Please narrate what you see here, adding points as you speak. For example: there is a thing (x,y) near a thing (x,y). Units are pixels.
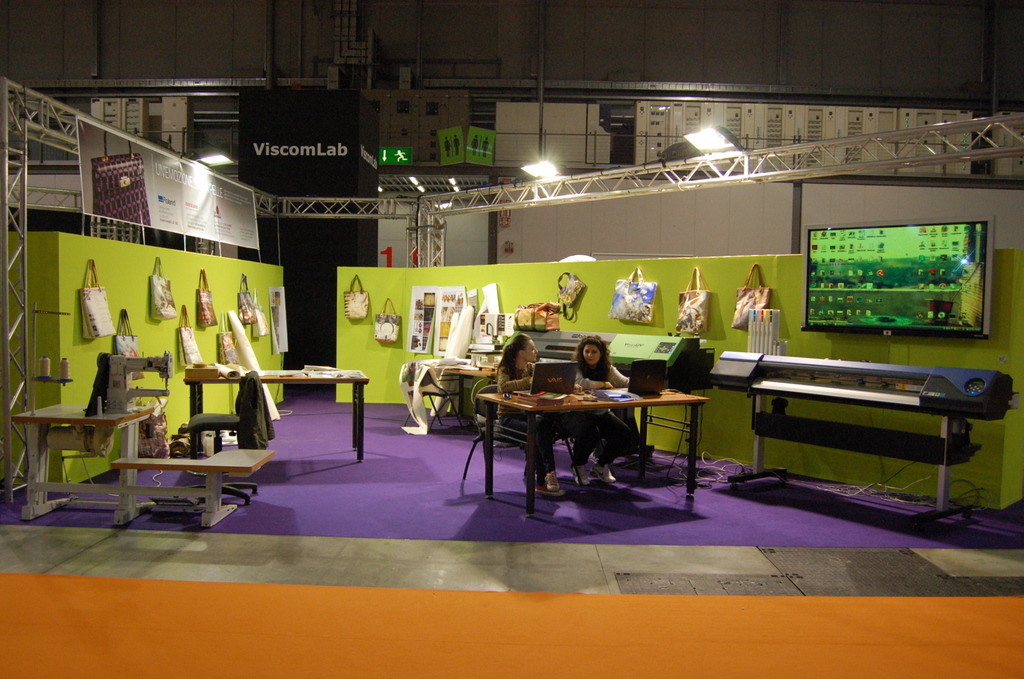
In this image i can see two women (599,371) sitting on a chair (494,420) and doing work on the laptop (564,367), in front (602,405) there is a table (594,395), at the back ground (313,379) i can see, bench (261,454), a table (288,379) and few bags (210,291) hanging to a wall (230,267), a building (562,80), and a pole (361,204).
